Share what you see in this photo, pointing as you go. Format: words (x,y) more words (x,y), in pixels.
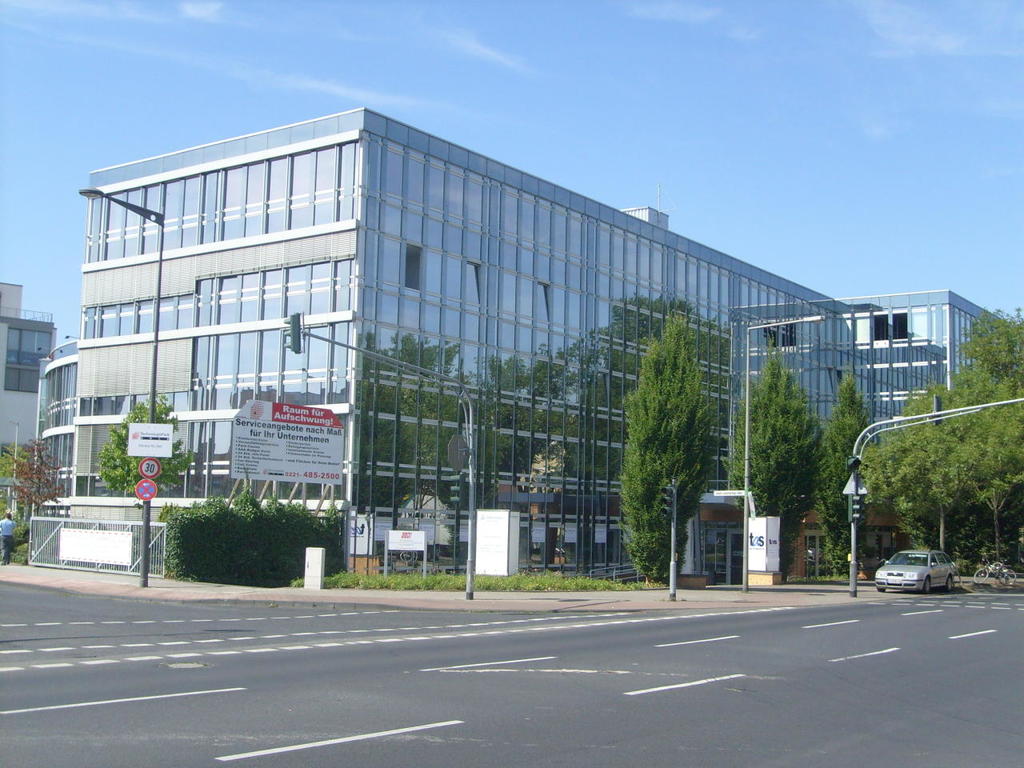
This picture is clicked outside. In the foreground (614,671) we can see the concrete road (877,658) and we can see a bicycle (989,571) and a car (916,586) and we can see the traffic lights (861,517), metal rods (673,538), green grass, trees (1004,377), buildings (256,350), lamp posts (95,193), text (321,455) on the boards (160,442) and many other objects (99,538). On the left corner (12,527) we can see a person (8,540) seems to be standing on the pavement (137,580). In the background (932,75) we can see the sky (641,67) and we can see some other objects (489,546).
